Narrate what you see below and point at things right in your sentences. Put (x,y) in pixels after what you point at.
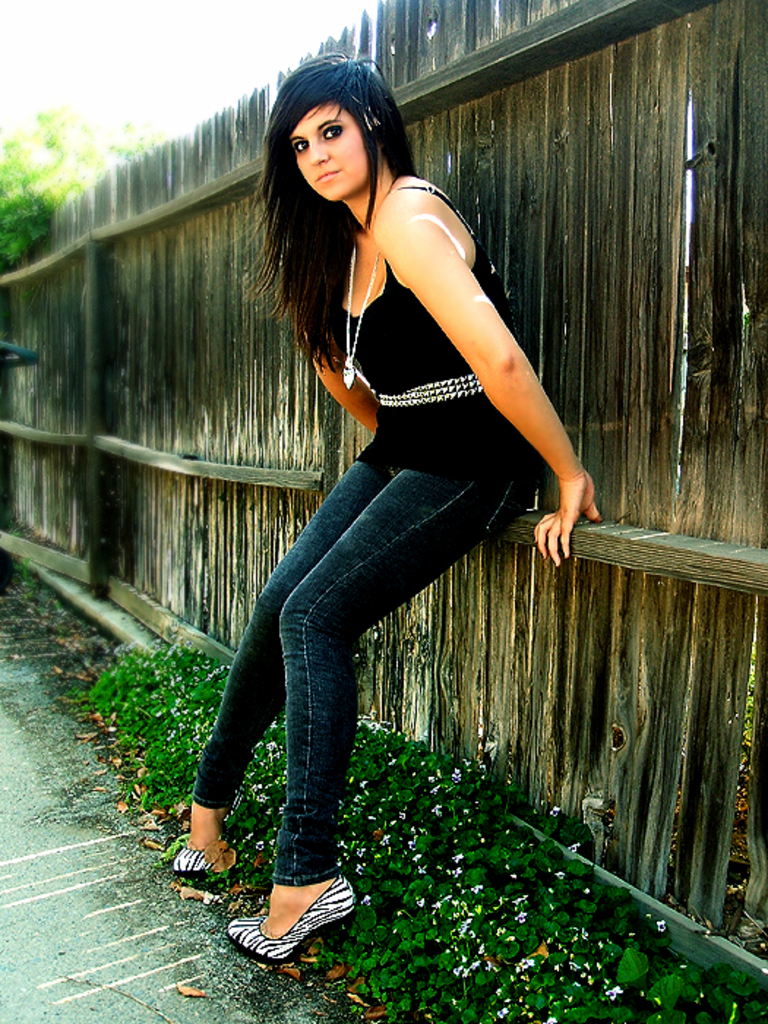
In this image there is a woman (462,465) standing on the ground (352,876). Behind her there is a wooden fence (502,259). She is leaning on the fence (627,478). At the bottom (415,817) there are plants (475,881) and grass (552,935) on the ground (586,945). In the top left (131,37) there is the sky (156,20). In the bottom left (85,912) there is the road (91,901).
